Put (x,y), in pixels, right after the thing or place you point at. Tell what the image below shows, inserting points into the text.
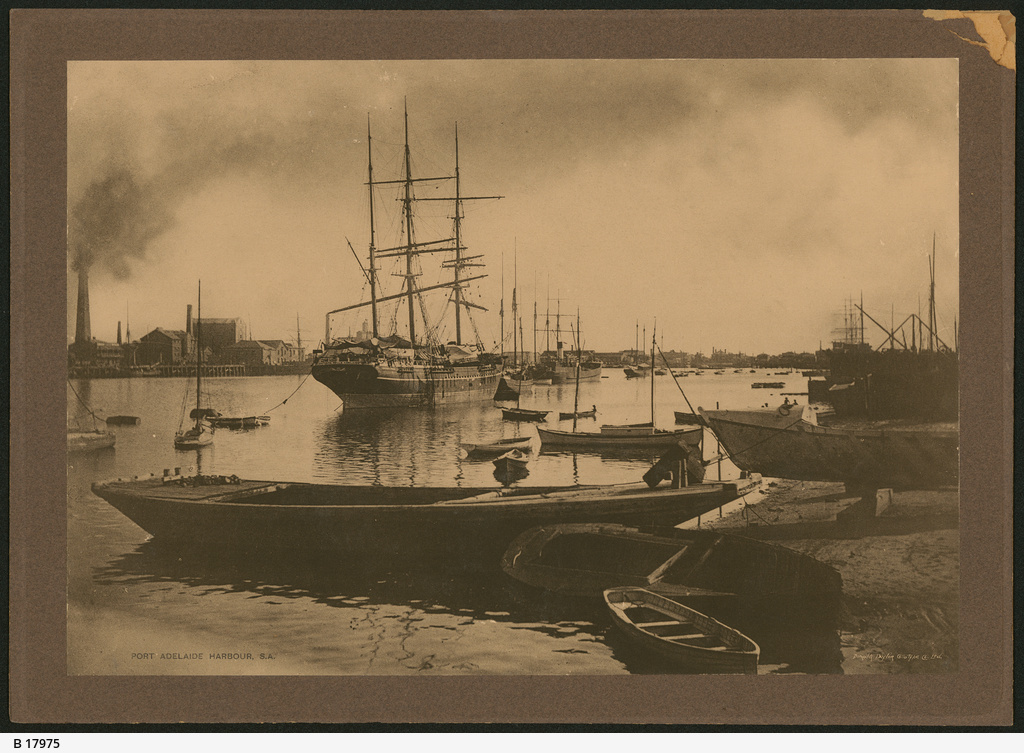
In this image we can see a photo frame (47,531) of boats (242,536) floating on the water (400,411). In the background (287,336), we can see buildings (166,343), smoke (112,248) and the sky (655,185).
